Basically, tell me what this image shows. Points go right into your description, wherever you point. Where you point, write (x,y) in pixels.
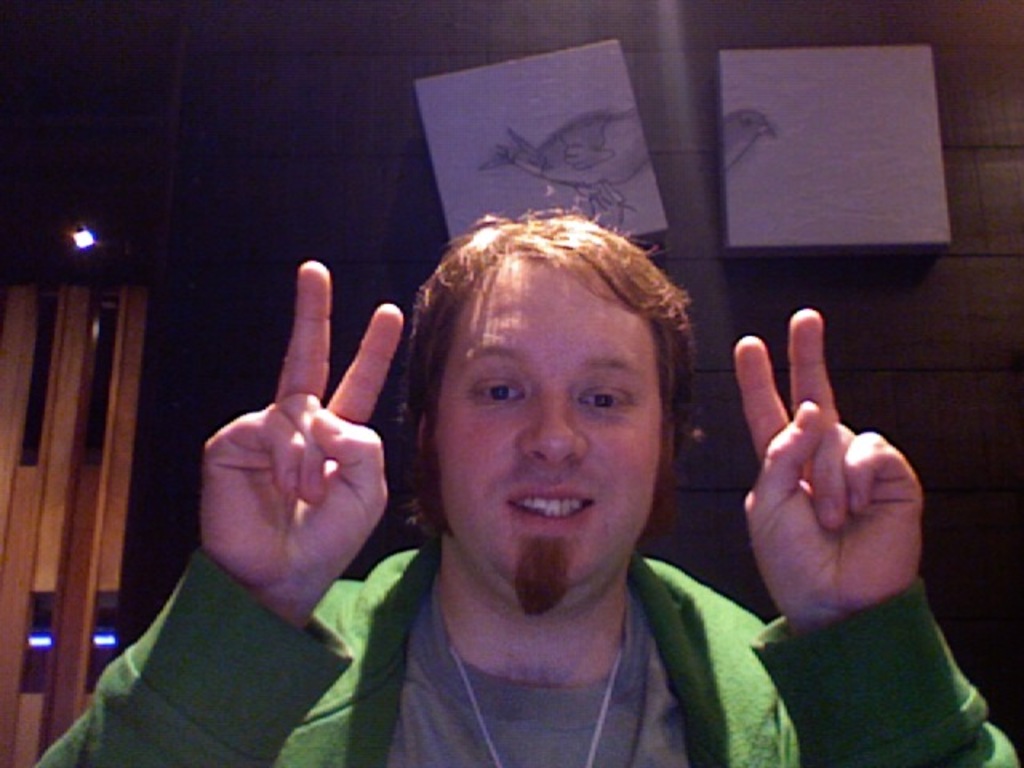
In this image we can see a person (439,574). There are few objects (623,154) on the wall (658,186). There are few lights (94,243) at the left side of the image (85,234).
